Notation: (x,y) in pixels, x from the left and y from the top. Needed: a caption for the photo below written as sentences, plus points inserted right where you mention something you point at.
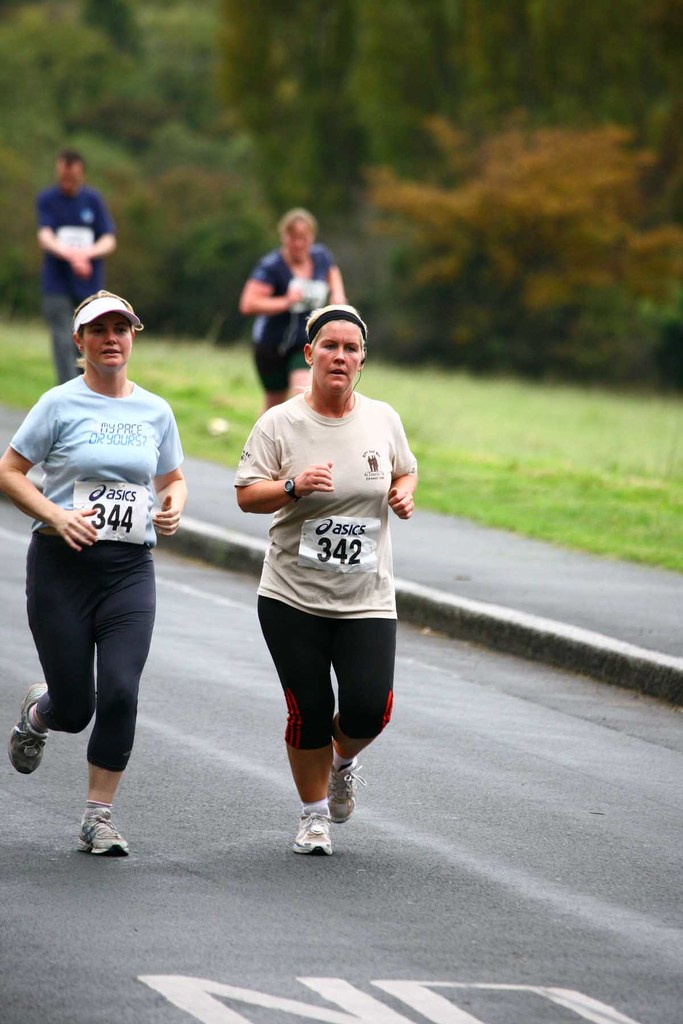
This picture describes about group of people (255,458), few people (255,458) are running on the road (287,859), and a woman (295,322) is running on the pathway (575,557), in the background (566,523) we can see grass (560,455) and few trees (402,173).
